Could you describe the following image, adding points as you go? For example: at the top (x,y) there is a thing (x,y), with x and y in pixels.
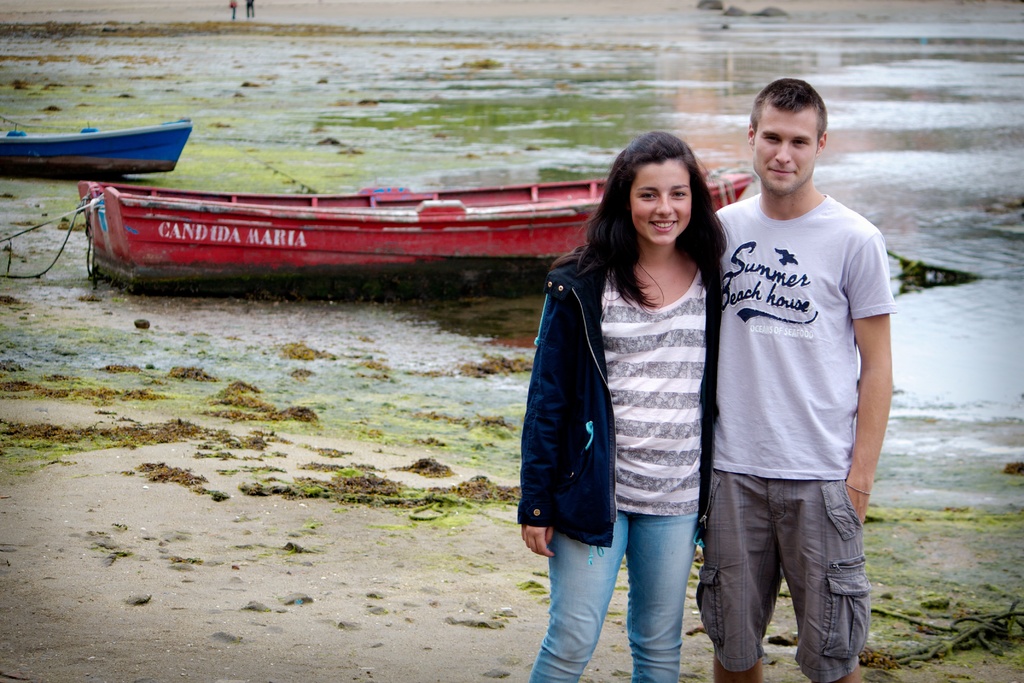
In this image, we can see people (745,309) and in the background (284,96), there are boats (287,220) on the water (520,81) and we can see some rocks (714,6). At the bottom (209,608), there is sand (211,576).
